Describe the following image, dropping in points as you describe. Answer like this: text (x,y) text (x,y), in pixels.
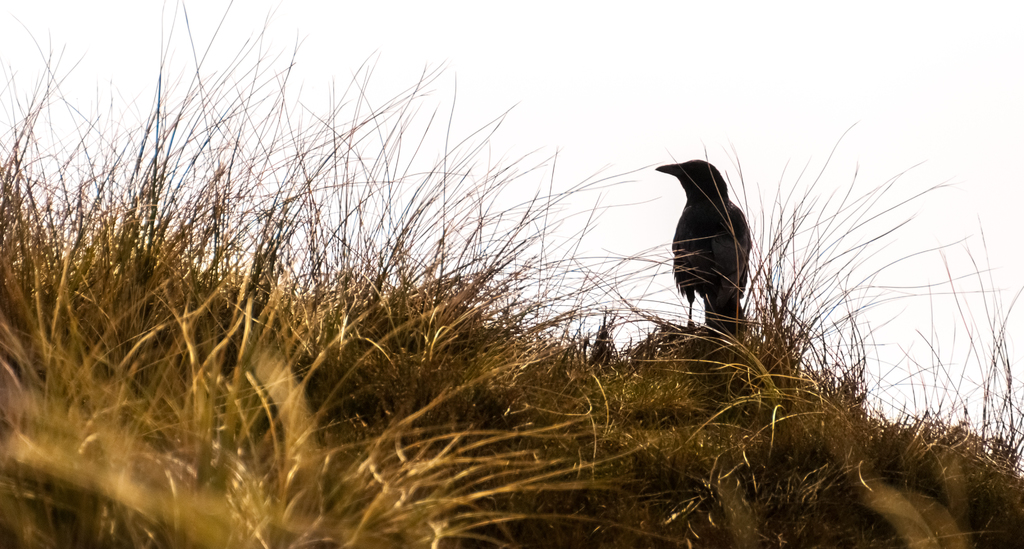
In this image we can see a bird (732,216) on the dry grass (340,368). In the background (748,183), we can see the sky (557,98).
